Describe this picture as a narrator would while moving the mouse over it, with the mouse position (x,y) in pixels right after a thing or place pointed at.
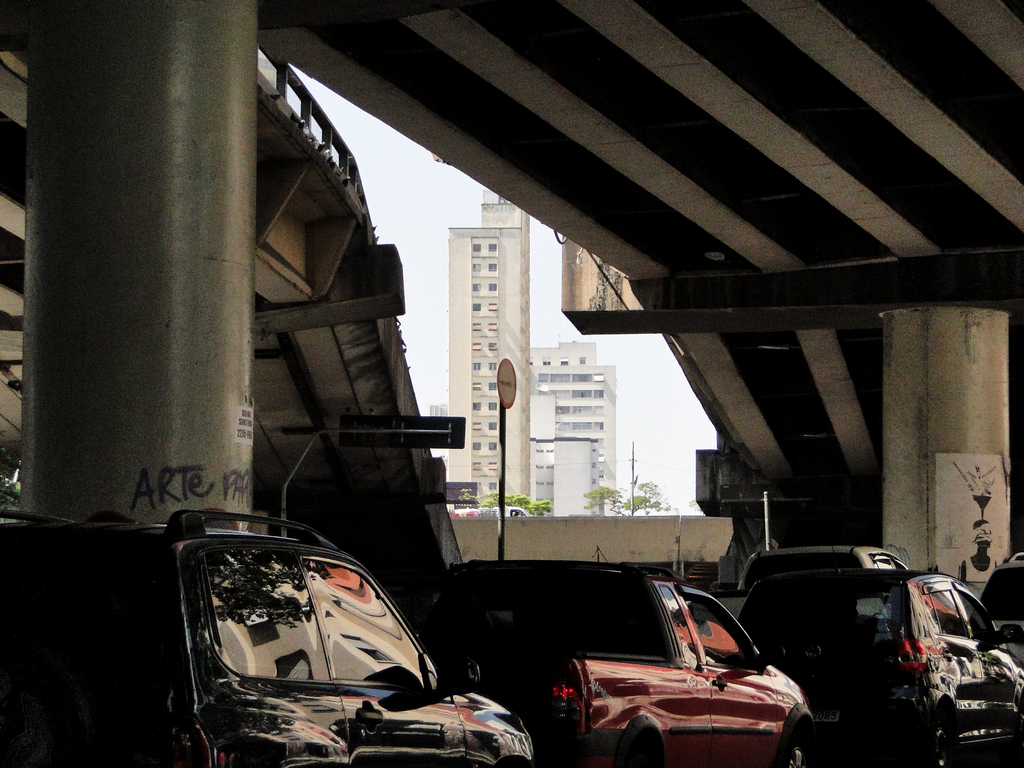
This image is clicked at the bottom side of a flyover (291,222) and I can see pillars (983,359) of the flyover (508,147) and I can see cars (807,679) parked and a building (453,253) in the center of the image (529,408).
